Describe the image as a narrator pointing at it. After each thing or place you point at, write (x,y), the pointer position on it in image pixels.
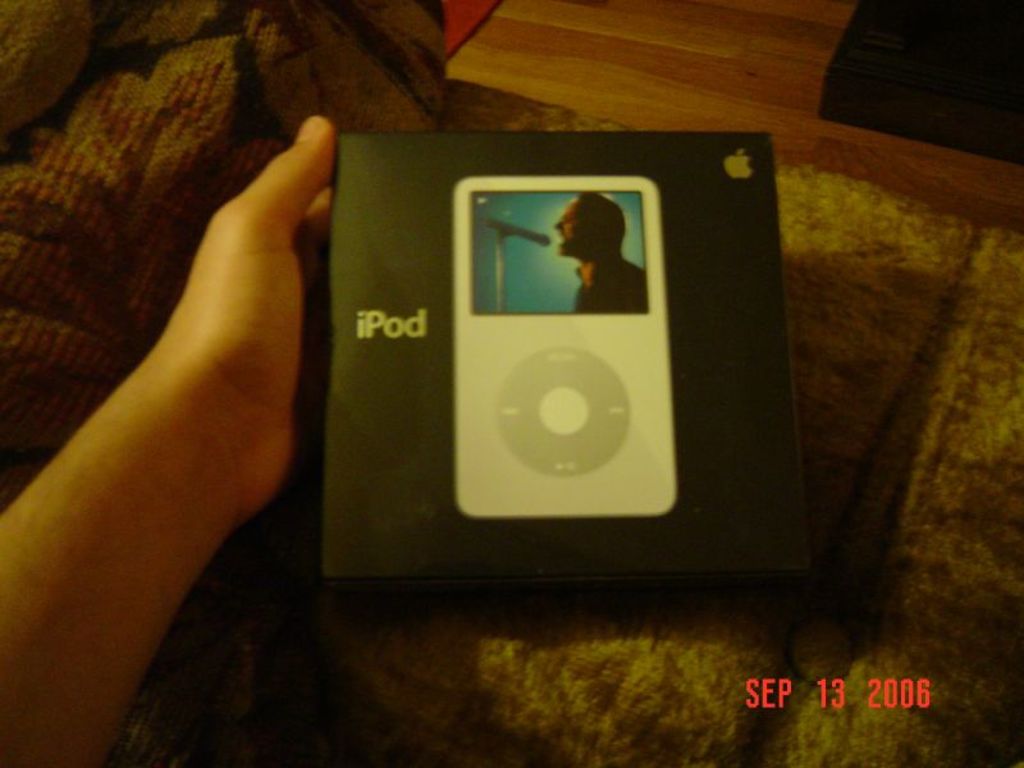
In this image there is a person's hand (187,457) towards the left of the image (198,436), there is a box (515,423), there is text (394,311) on the box (385,314), there is an ipod (479,326) on the box (544,275), there is a man (584,247) singing, there is a microphone (537,233), there is a stand (501,251), there is a wooden floor (729,78) towards the top of the image (729,78), there are objects (902,74) on the wooden floor (941,193), there is text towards the bottom of the image (752,692), there are numbers (895,693) towards the bottom of the image (877,695).
